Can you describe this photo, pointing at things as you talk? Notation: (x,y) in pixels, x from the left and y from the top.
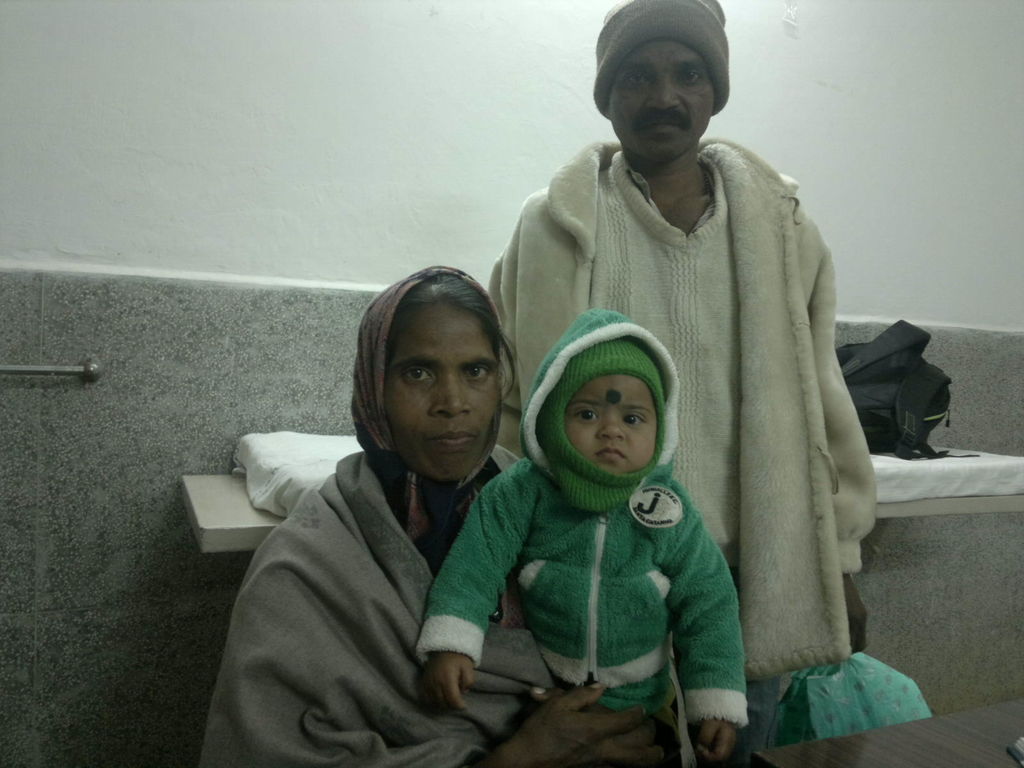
In the image there is a woman (405,614) sitting and holding a baby (562,575), behind the woman (421,480) there is a man (787,441) standing in front of a mattress (963,474) which is kept on a table (1001,503), in the background (348,140) there is a wall (376,145).
